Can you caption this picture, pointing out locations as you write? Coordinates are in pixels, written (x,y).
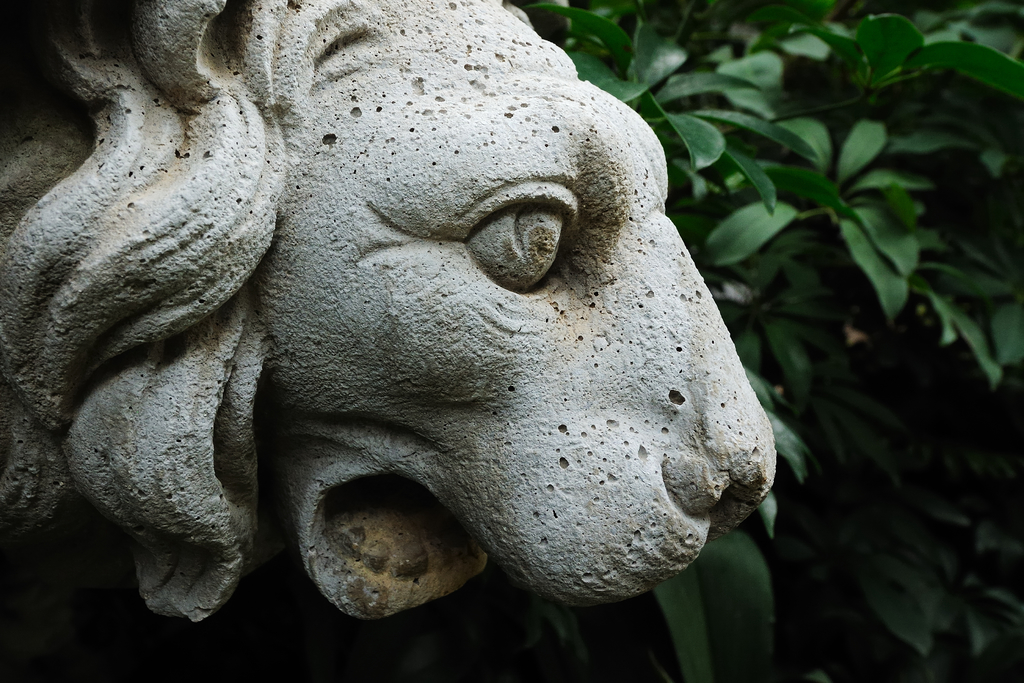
In this image we can see there is the depiction (396,364) of the lion (561,445), beside this depiction (633,432) there are some plants (818,393).
